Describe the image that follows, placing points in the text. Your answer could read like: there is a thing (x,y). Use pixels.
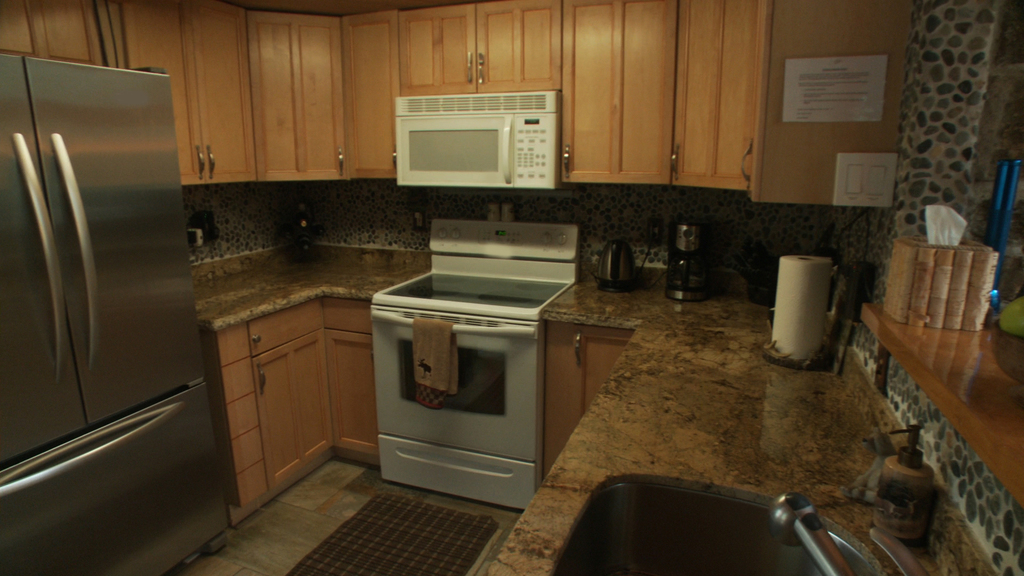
In this image, we can see a kitchen (472,170) and its appliances (527,249) like a microwave (553,106), an oven (572,256), a paper roll (787,298), a fridge (158,115) and some cupboards (756,111) with a poster (809,89) on it.
